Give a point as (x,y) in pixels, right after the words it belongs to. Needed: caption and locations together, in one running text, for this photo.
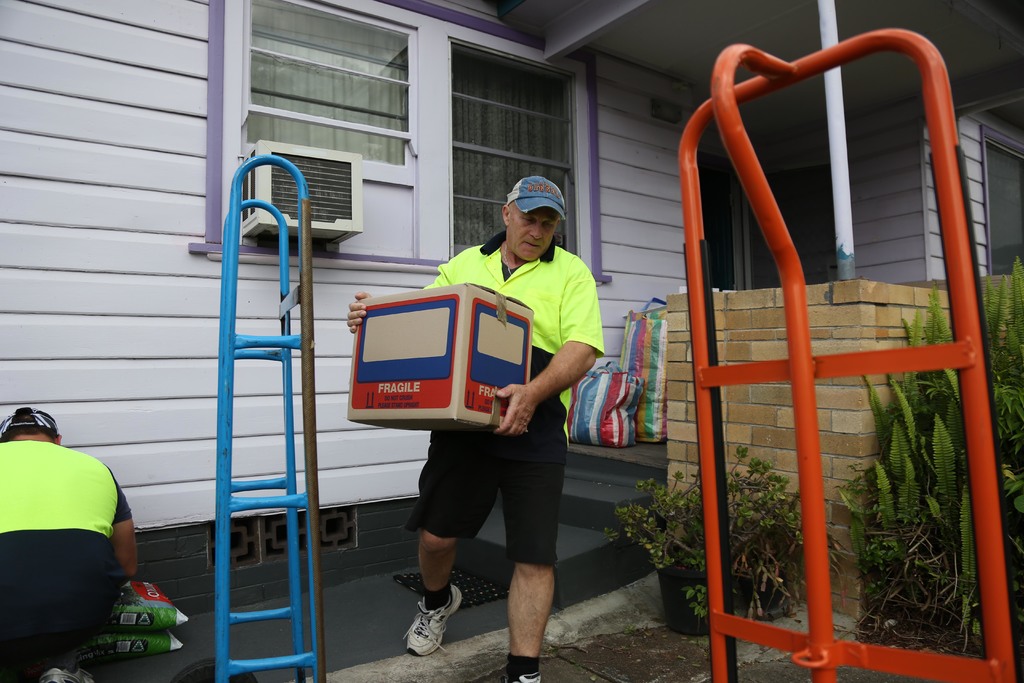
In this picture we can see a person (461,485) holding a box (488,426) in his hands (359,311). We can see a blue and a red hand truck (810,517) on the path (181,658). A man (76,600) is visible on the left side (8,652). We can see bags (150,652) on the path (148,658). There is a building (235,165) and an air conditioner (266,222) to it. We can see two carry bags (639,408) on the path (444,640). A carpet (464,575) is visible on the floor (385,641). We can see few flower pots (700,620) and some plants (961,515) on the right side (917,597).
